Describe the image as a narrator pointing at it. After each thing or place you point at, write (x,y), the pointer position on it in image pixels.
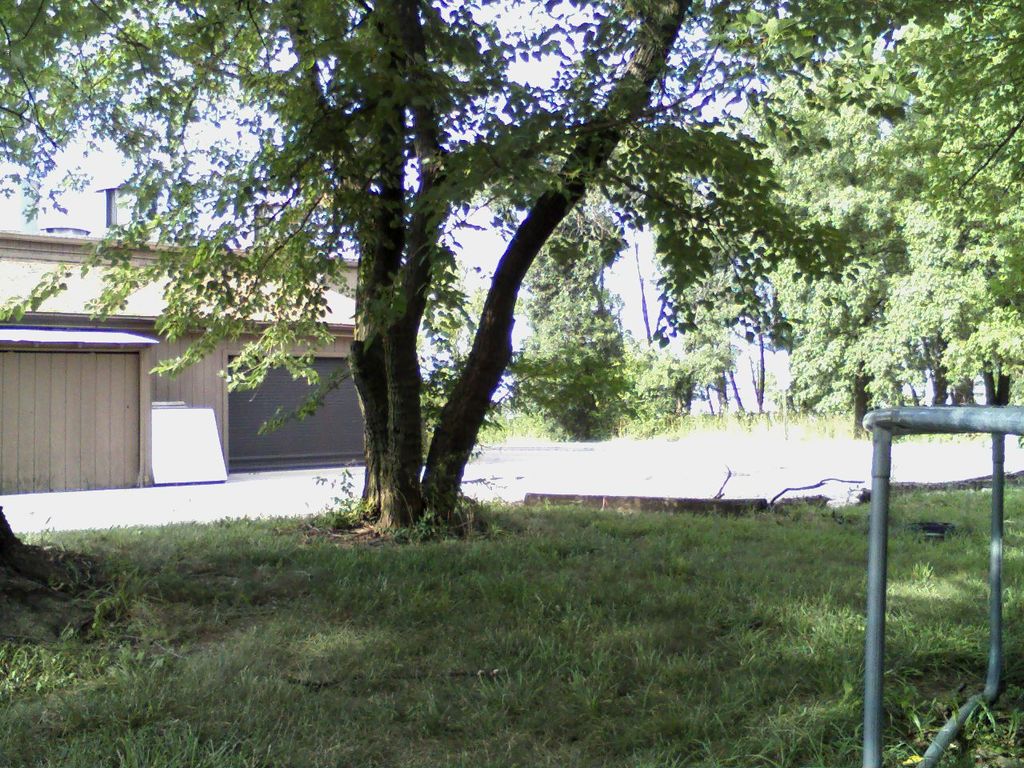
In the picture I can see a house (253,462) on the left side (228,274). I can see the metal structure (881,493) on the right side (994,485). I can see the green grass (584,588) at the bottom of the picture (670,717). In the picture I can see the trees (952,107). I can see the wooden wall (26,439) of a house (93,426) on the left side (98,448).
